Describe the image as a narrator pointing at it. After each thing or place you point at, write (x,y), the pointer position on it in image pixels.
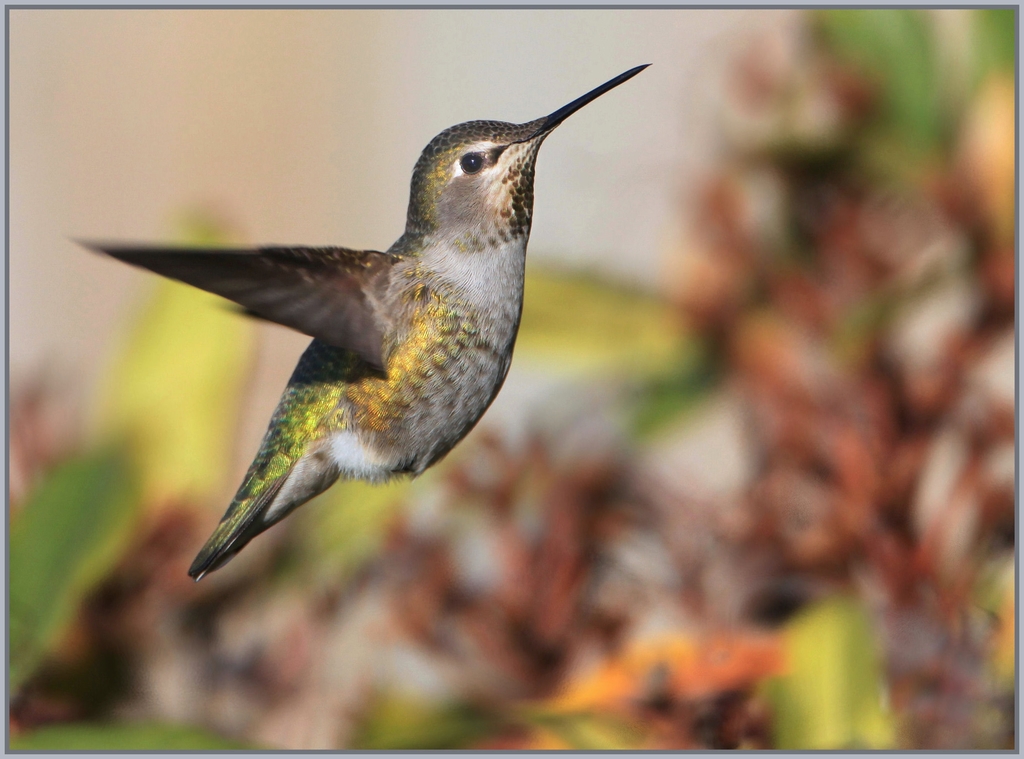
This is the humming bird (378,361), which is flying. The background (807,114) looks blurred.
